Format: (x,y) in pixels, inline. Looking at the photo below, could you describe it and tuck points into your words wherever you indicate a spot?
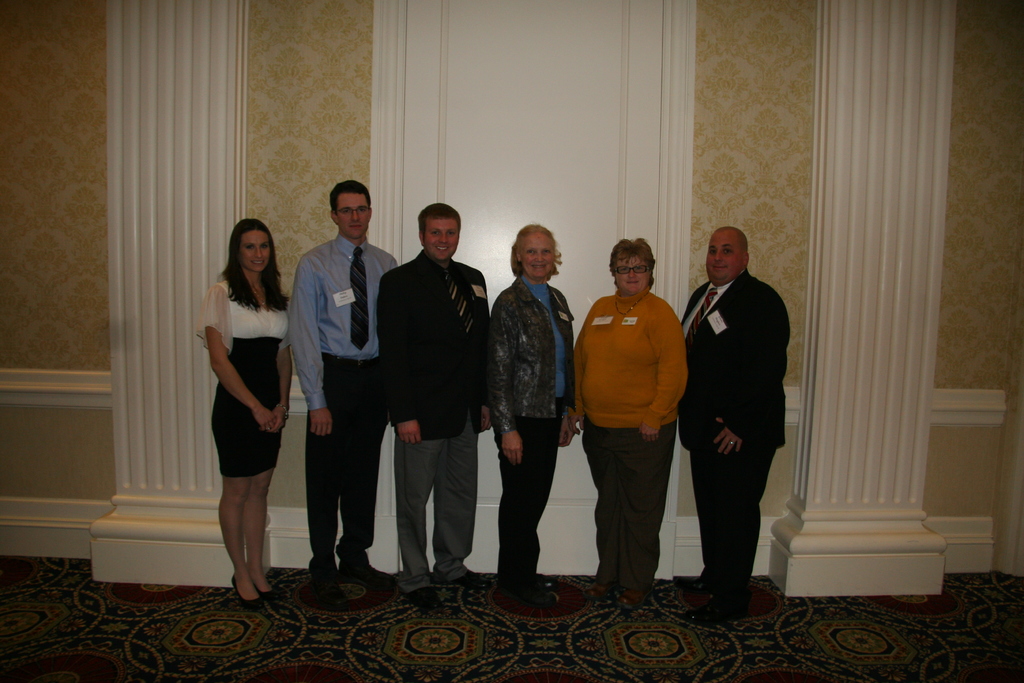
In the image we can see six people (357,443) standing, wearing clothes (478,434), shoes (245,601) and two of them are wearing spectacles (619,268) and they are smiling. Here we can see floor (709,641) and the wall (956,325).
